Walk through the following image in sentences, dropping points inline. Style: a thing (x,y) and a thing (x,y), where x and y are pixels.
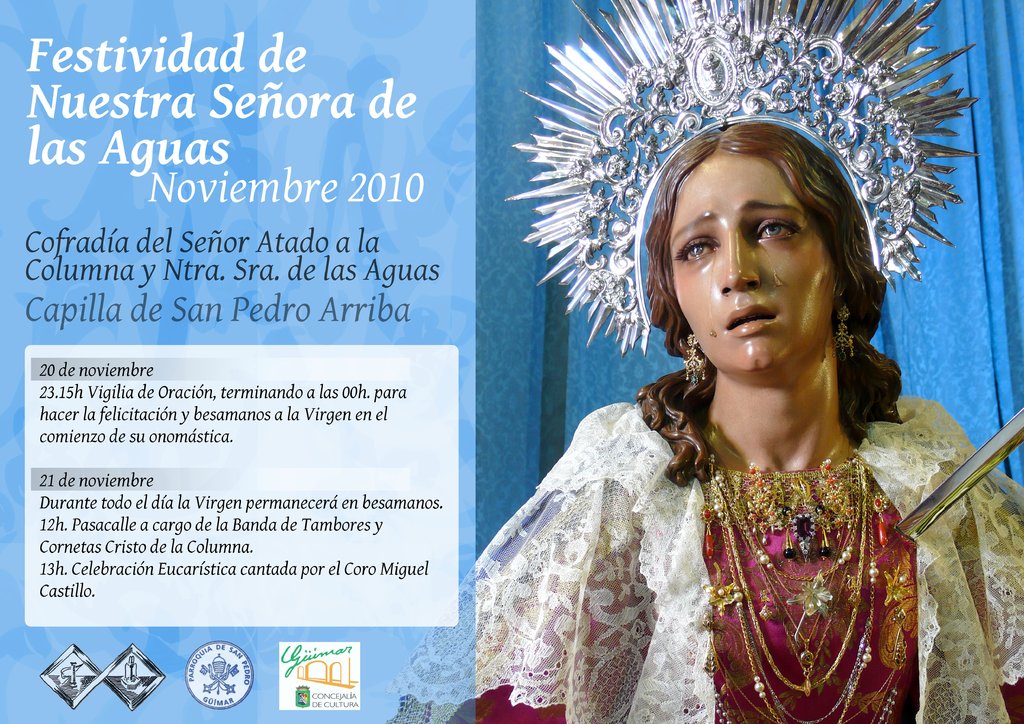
In this picture we can see a statue (716,455) on the right side (825,413), on the left side (295,270) we can see some text (282,296), at the bottom (305,704) there are logos (223,679).
